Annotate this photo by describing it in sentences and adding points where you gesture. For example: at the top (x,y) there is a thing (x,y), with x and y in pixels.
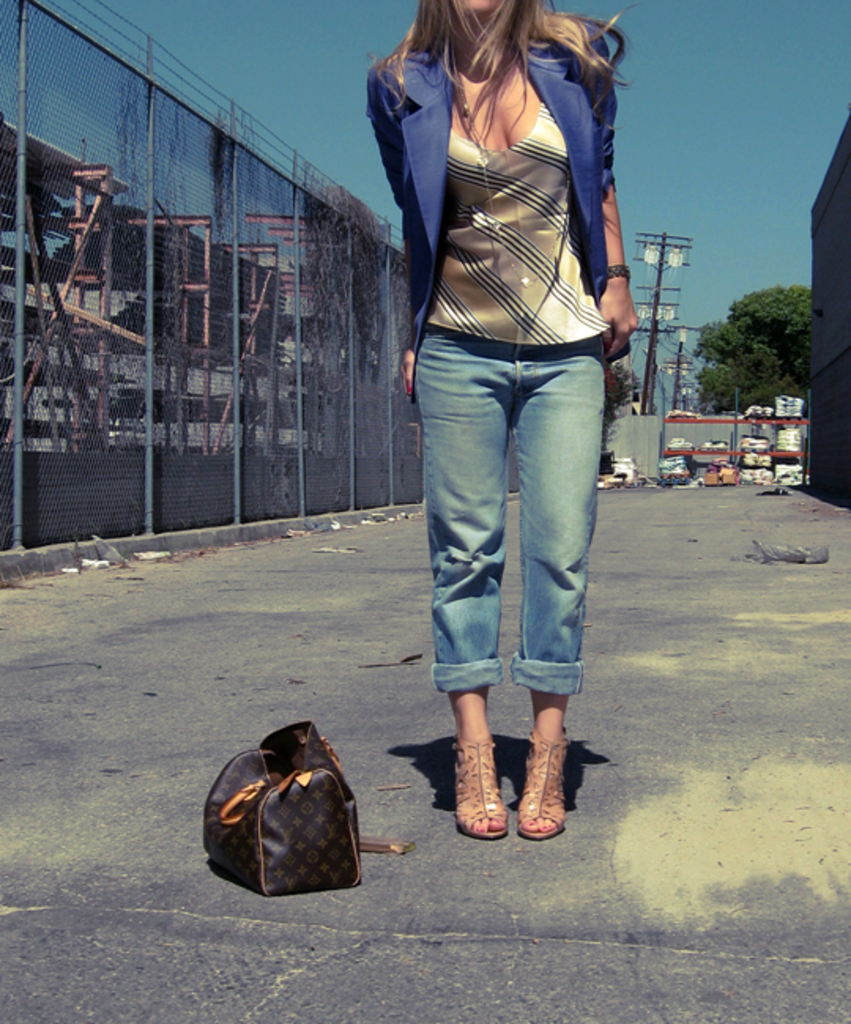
In this image there is a woman (580,368) standing with a bag (272,746) in a road (248,735), and in the back ground (684,135) there is sky (667,149), pole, tree (798,301), some bags (750,417) and iron grills (137,249).
